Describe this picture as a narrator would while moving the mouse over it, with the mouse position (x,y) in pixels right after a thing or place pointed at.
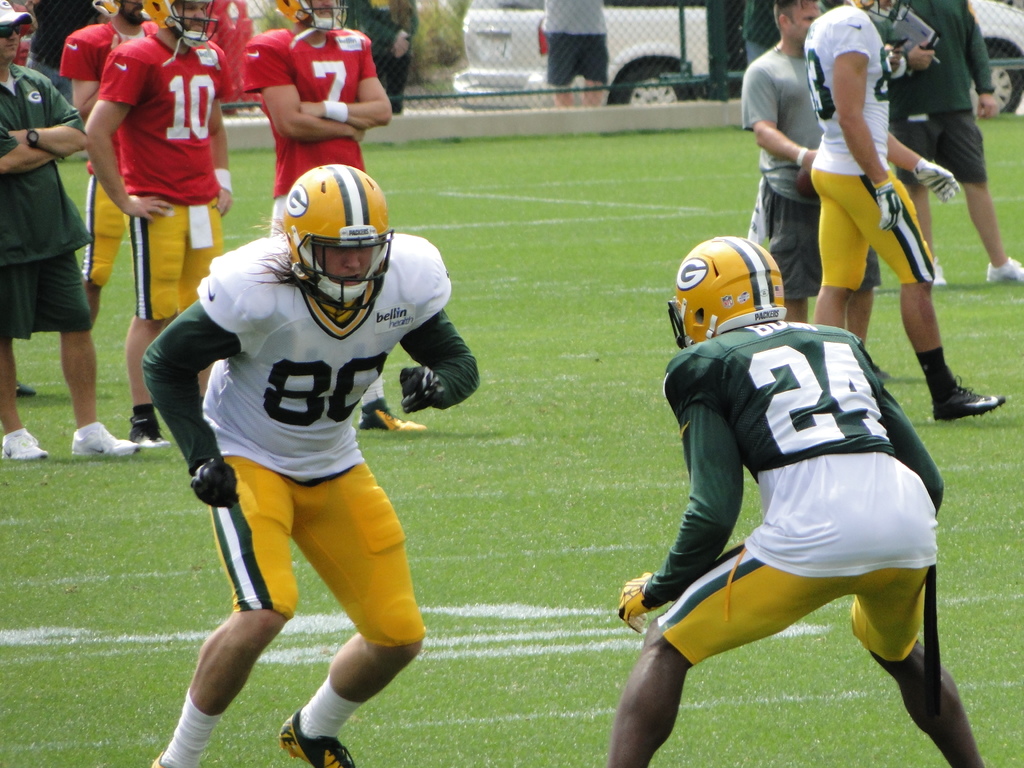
As we can see in the image there are few people (727,528) here and there, grass (601,371), fence (722,27), white color car (609,61) and plants (452,22). The people (363,338) over here are wearing helmets (184,3).
